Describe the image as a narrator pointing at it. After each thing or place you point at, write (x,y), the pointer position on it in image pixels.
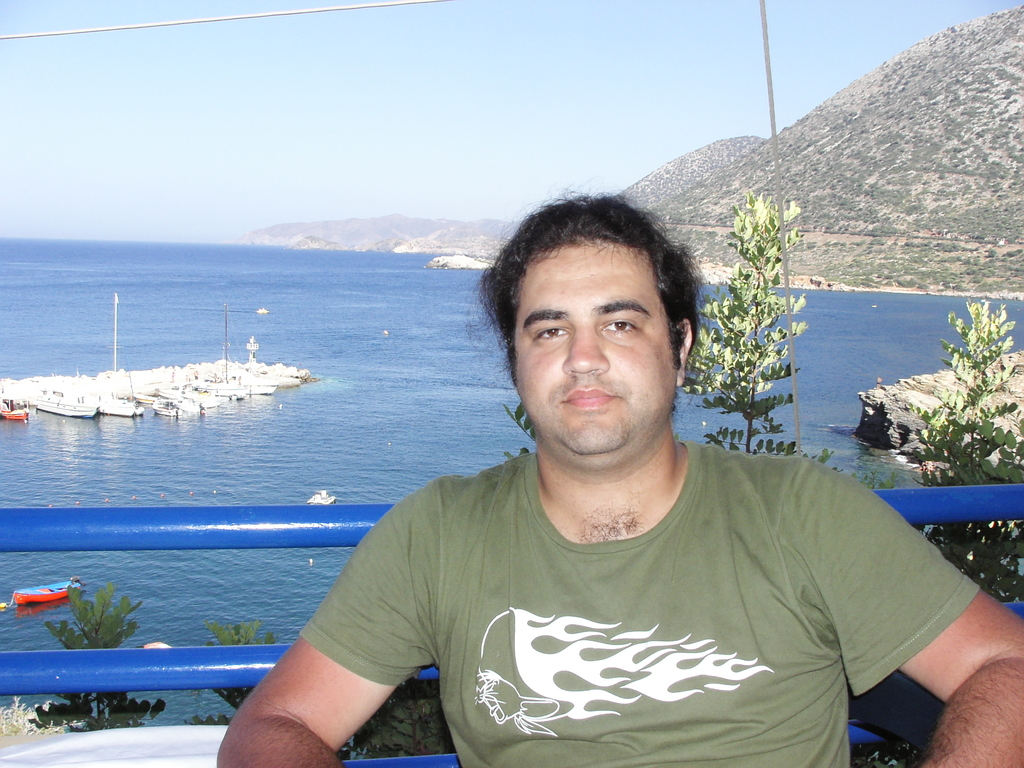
In the background (545,97) we can see the sky (537,172). On the right side of the picture (927,191) we can see the hills (802,202) and the thicket (1016,231). In this picture we can see the boats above the water (10,312). We can see the plants (762,381), rope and the railing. We can see a man (426,507) wearing a t-shirt (816,478).
